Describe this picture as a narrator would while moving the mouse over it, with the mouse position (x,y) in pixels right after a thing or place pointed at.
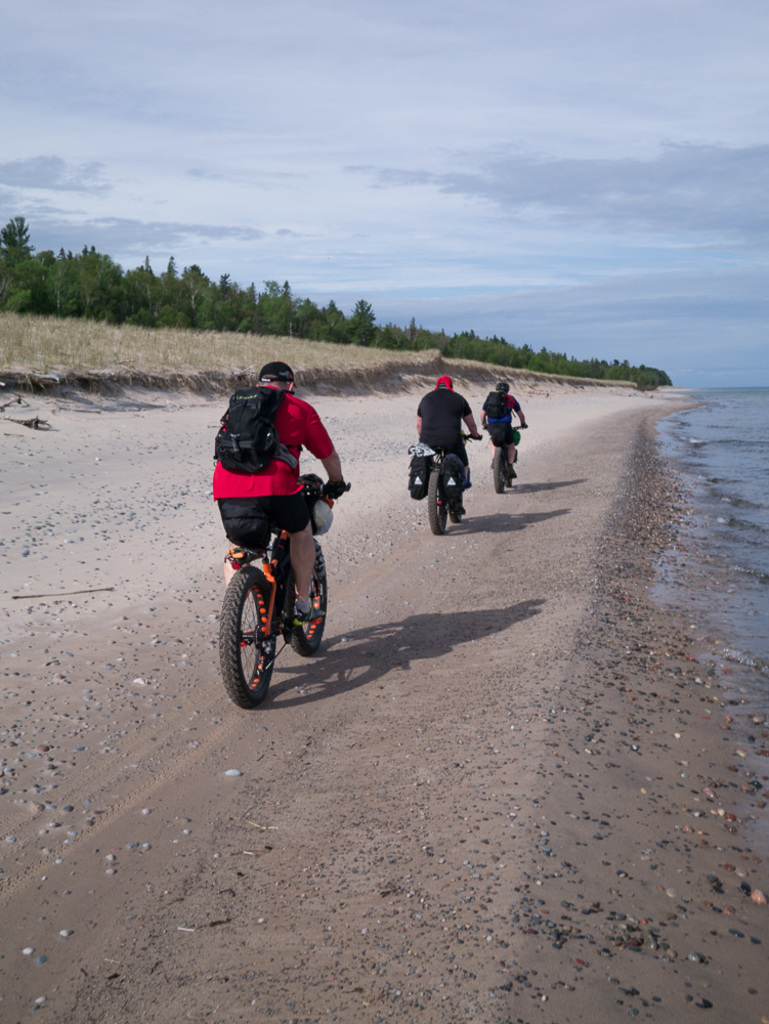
In this image we can see three persons (431,406) riding bicycles (320,622) on the ground (341,656), there is water (726,458) on the right side (703,442), there are few trees (38,291) on the left (219,315) and sky (382,170) on the top (427,150).
